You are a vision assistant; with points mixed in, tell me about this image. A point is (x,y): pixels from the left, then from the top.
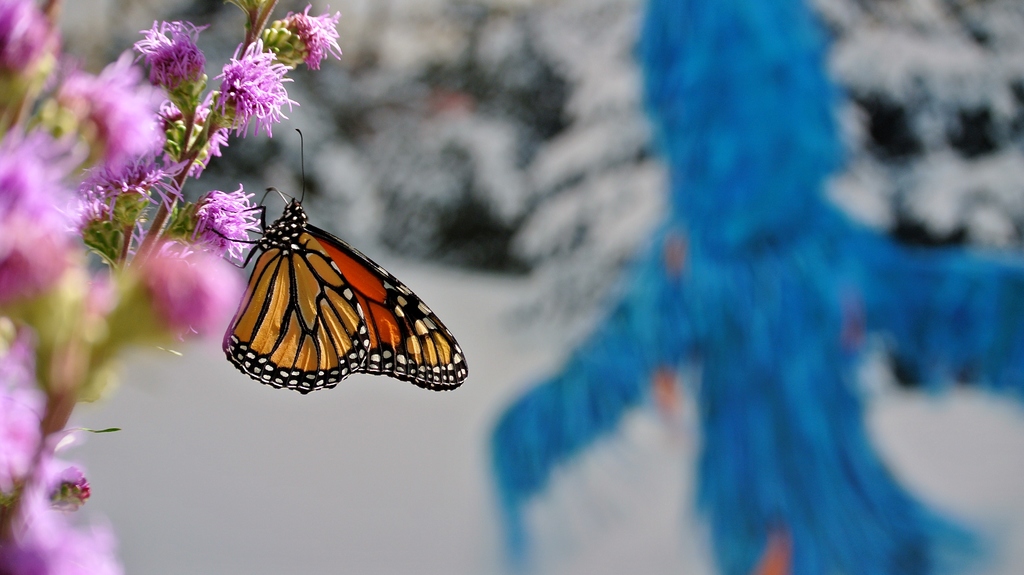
In this picture I can see a plant (203,201) with flowers (137,51), there is a butterfly (291,259) on the flower (226,194), and there is blur background (644,549).
